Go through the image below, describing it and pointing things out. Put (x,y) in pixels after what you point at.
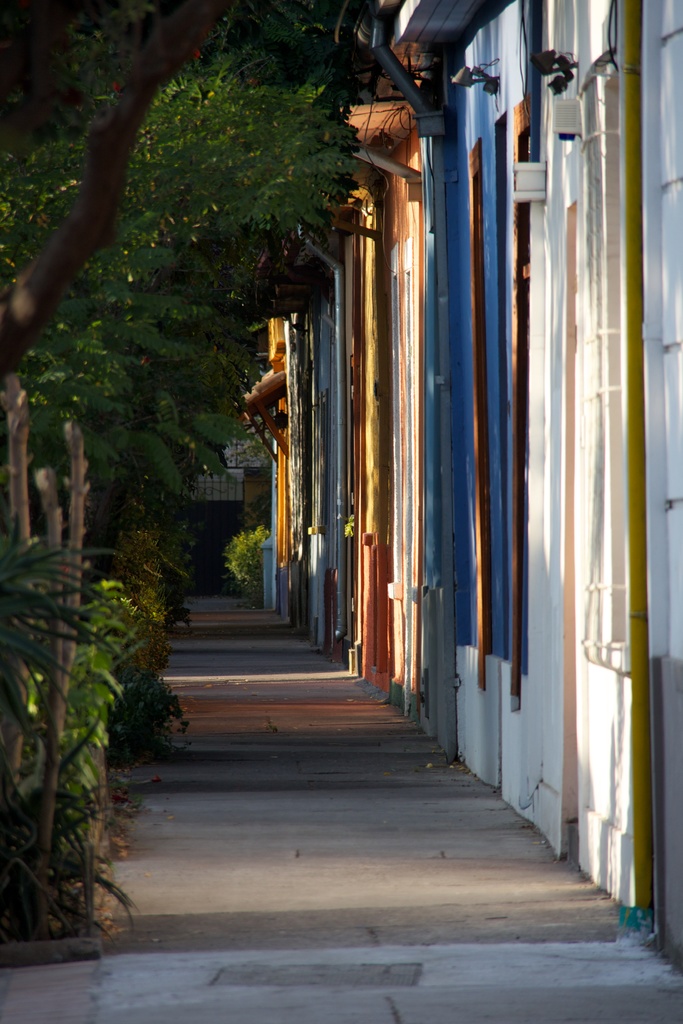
In this image we can see few buildings (559,562) on the right side (502,448) and few trees (145,517) on the left side (156,312).
